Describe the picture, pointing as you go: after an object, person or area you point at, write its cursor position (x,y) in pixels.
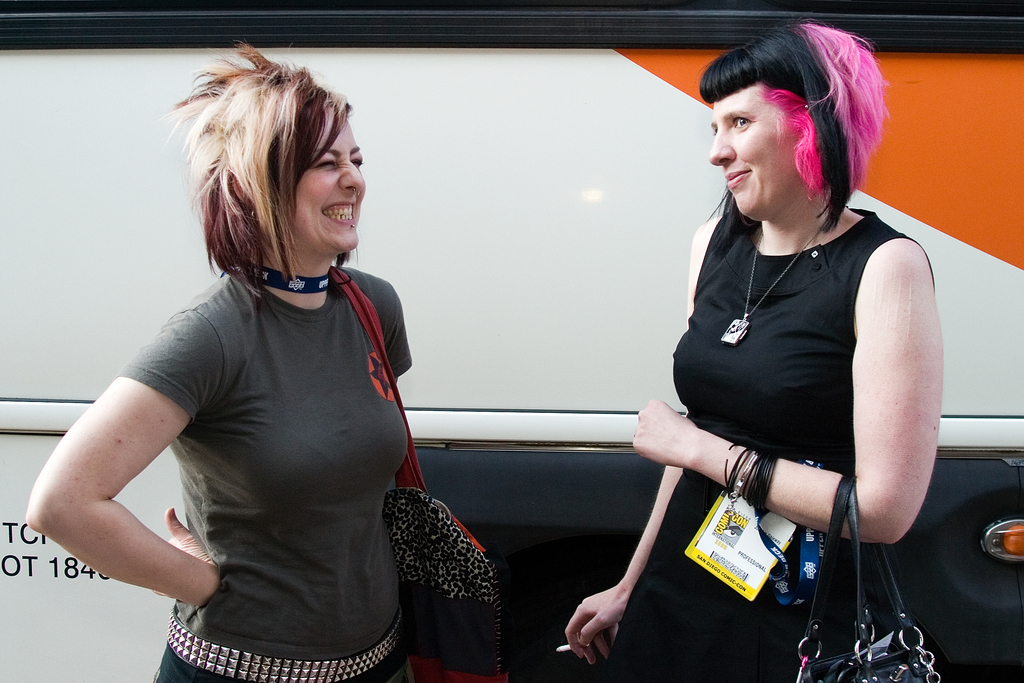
In this image we can see two ladies (290,356) standing beside a vehicle (497,537), two of them are holding bags (431,524), one lady (643,592) is having cigarette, and access card (753,543) in her hand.
